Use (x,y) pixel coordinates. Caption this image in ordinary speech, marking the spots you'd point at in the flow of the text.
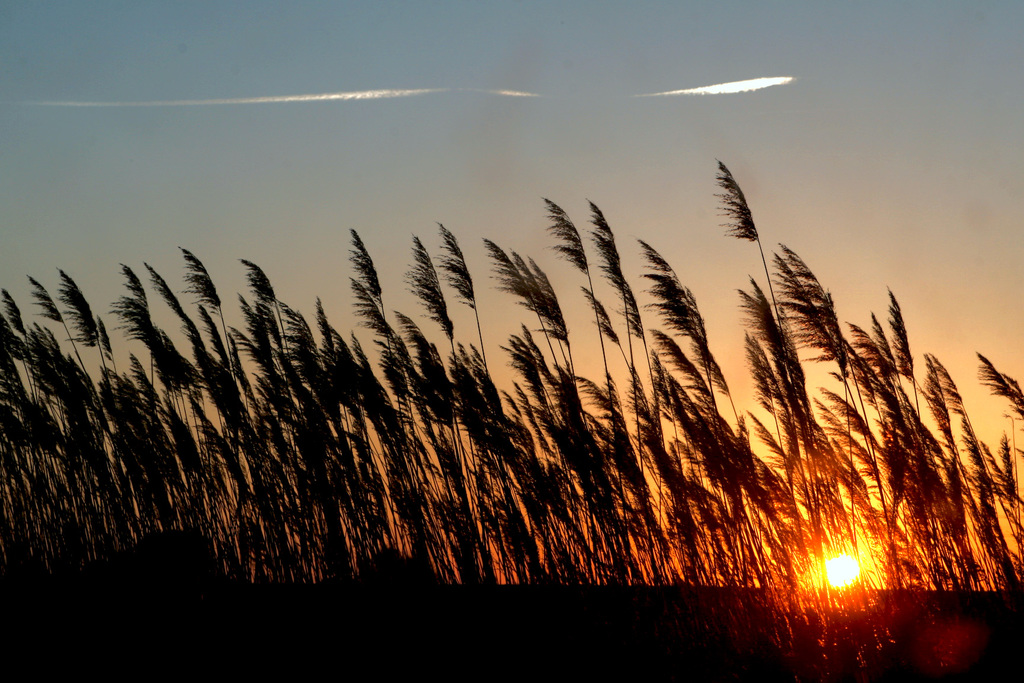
In this image in the center (491,437) there are some grasses (808,527) and there is sun (832,582), at the top of the image (449,131) there is sky (221,120).
